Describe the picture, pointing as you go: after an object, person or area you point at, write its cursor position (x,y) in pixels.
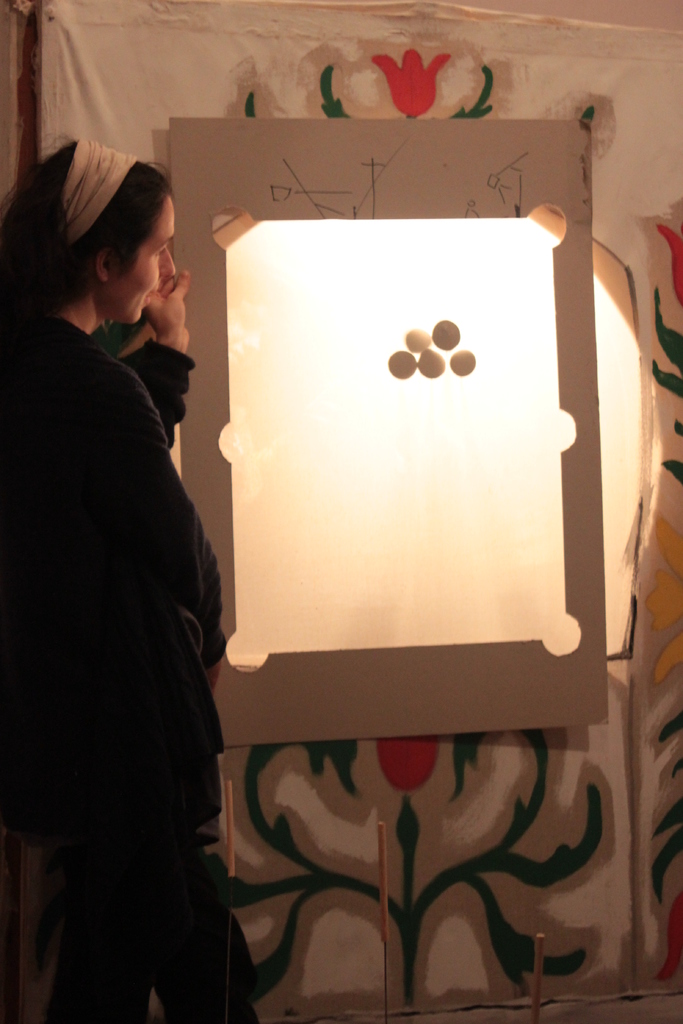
In this image I can see a woman (166,522) is standing. Here I can see a board (487,456) and some other objects (566,810).
